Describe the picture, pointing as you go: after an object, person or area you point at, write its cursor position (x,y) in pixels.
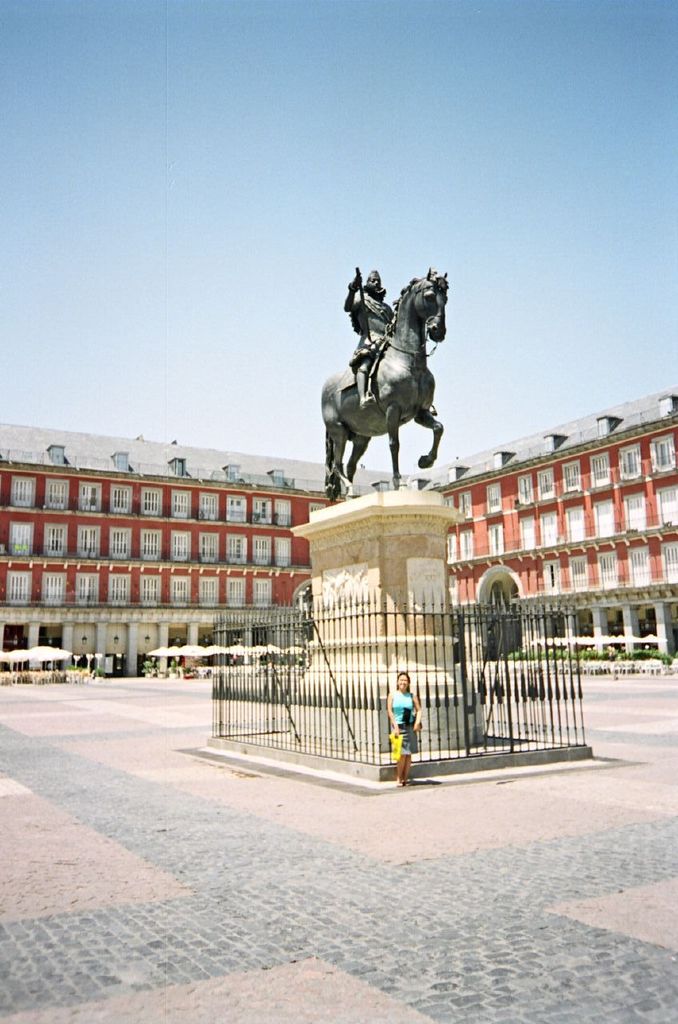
In this picture there is a building (24,618) and there are umbrellas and trees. In the foreground (404,629) there is a statue (404,344) of a person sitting on the horse (396,372) and there is a woman (409,724) standing at the railing (386,720). At the top (393,193) there is sky (462,190). At the bottom (474,943) there is a road (544,943).
